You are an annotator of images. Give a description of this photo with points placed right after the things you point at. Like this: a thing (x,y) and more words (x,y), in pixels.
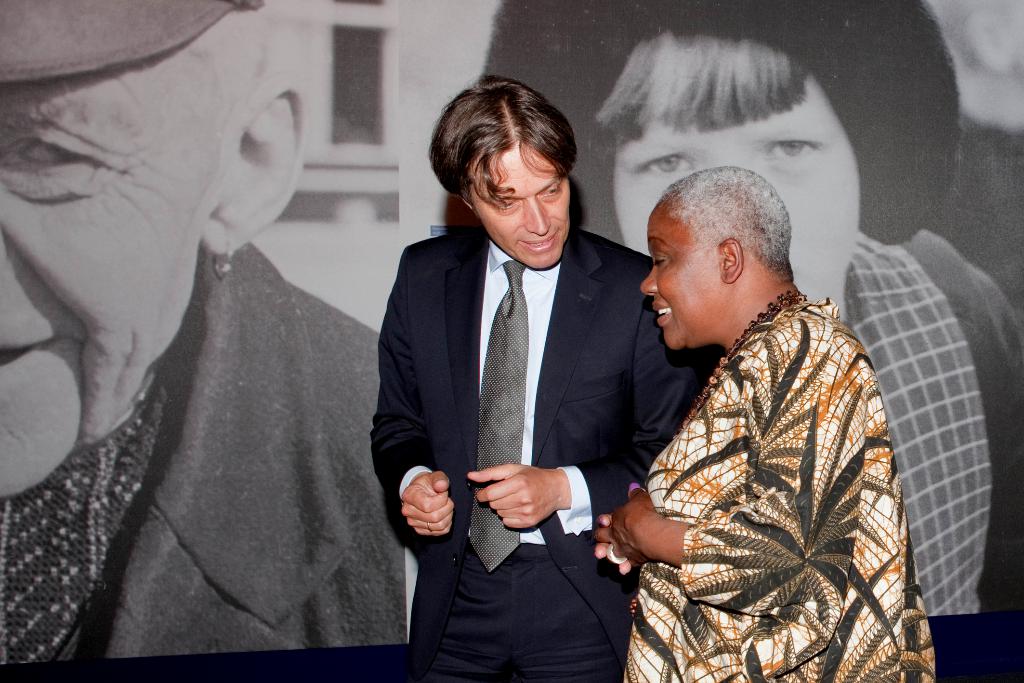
In this picture there are people (634,574) standing. In the background of the image (992,571) we can see screen (1005,604), in this screen (997,258) we can see people (199,157).
